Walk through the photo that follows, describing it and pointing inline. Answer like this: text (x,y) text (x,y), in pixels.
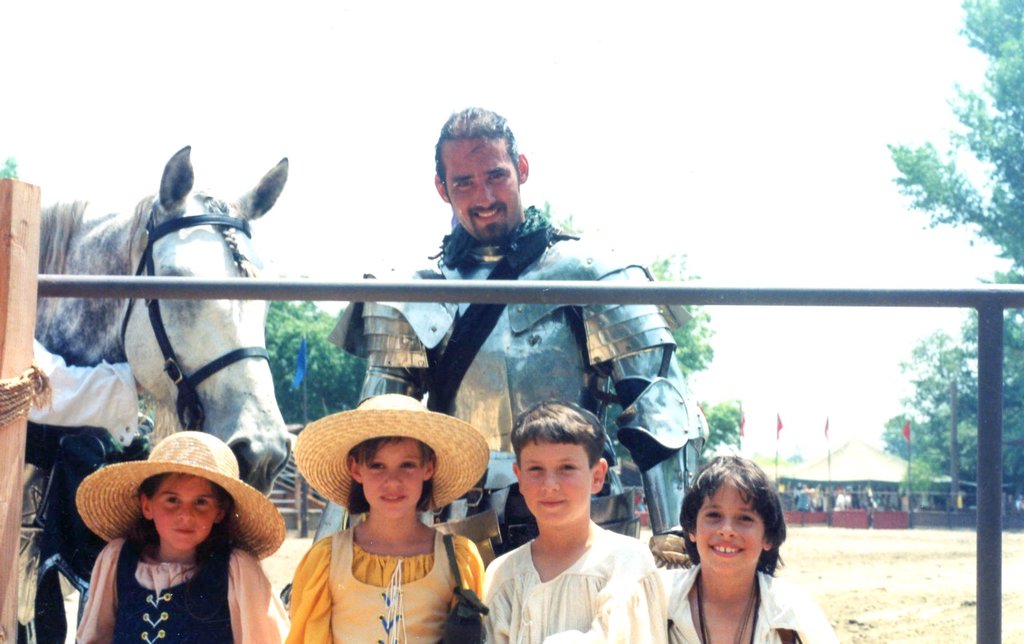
In this image I can see a man (484,363) wearing a costume (501,353) and smiling. In the foreground (346,563) I can see four children (504,584) are smiling. These people (475,497) are giving pose for the picture. On the left side of this image (136,320) I can see a horse (149,338) and also there is a metal rod (174,295). In the background (968,198) there are some trees (919,462), few people (864,493) and some flags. On the top of the image (680,77) I can see the sky (628,131).
